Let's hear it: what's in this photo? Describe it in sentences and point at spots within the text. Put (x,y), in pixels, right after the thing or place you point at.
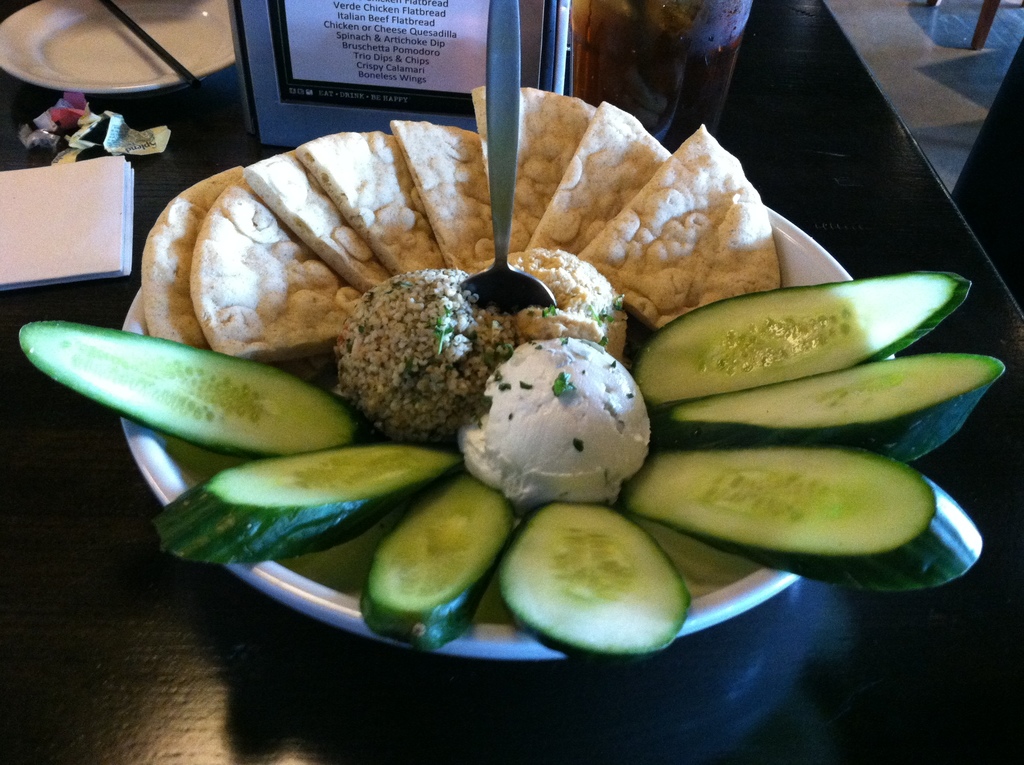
This image is taken indoors. At the bottom of the image (184,649) there is a table (135,655) with a menu card (348,32), a glass (607,67), a plate (164,78), paper (30,242) and a plate (443,552) with a spoon (533,287), cucumber slices (790,367), dip (490,453) and a food item (449,316) on it.
